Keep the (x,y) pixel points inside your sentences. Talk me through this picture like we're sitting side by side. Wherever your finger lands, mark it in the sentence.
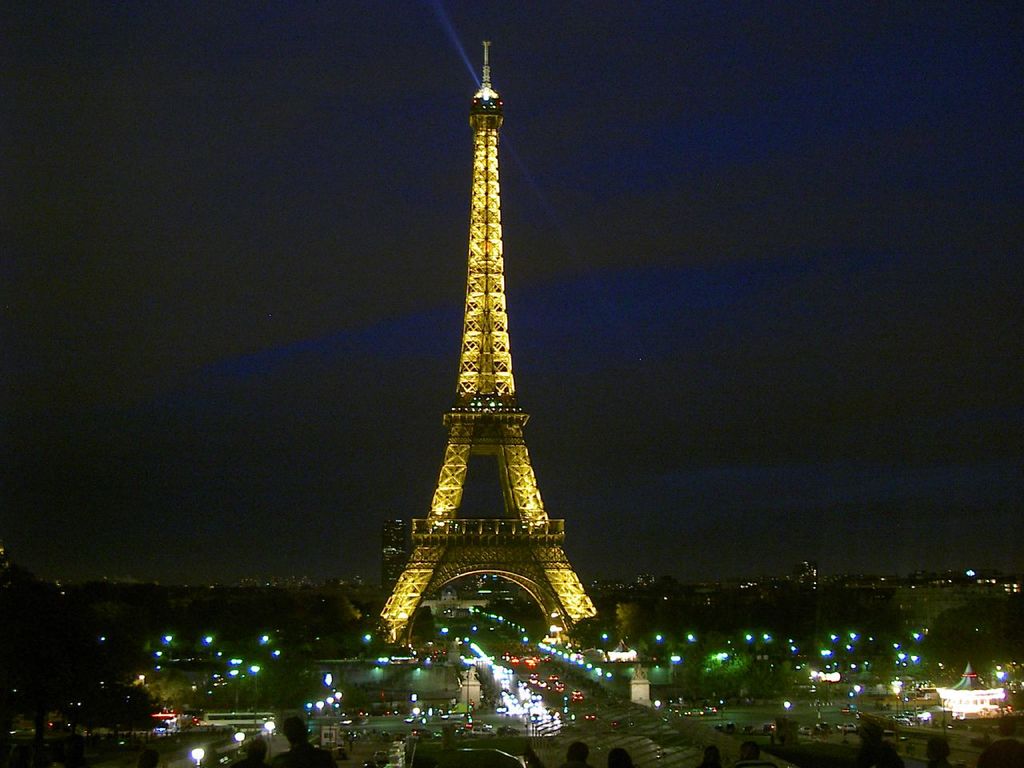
In this picture we can see the eiffel tower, few buildings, trees (884,641), lights (976,694) and vehicles (551,716).
